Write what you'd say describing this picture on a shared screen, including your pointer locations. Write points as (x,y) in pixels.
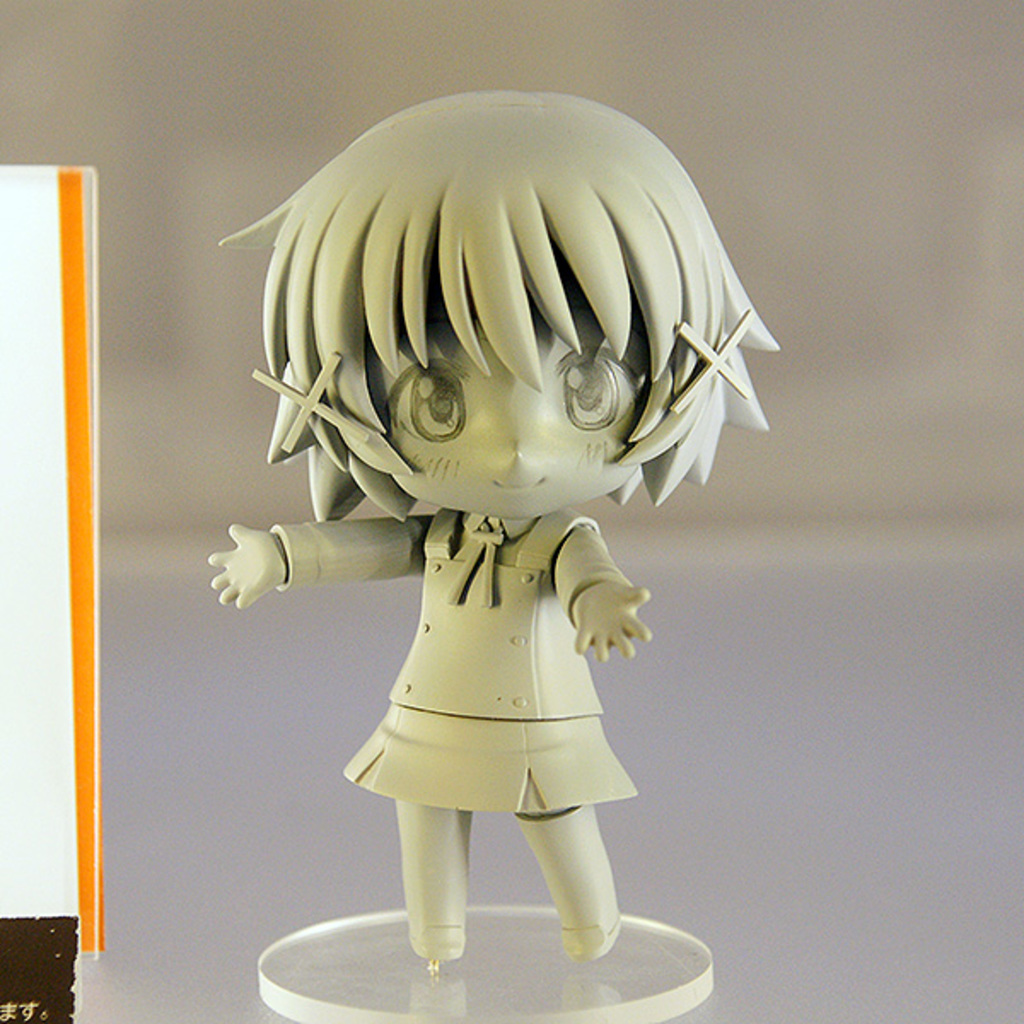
In the image we can see there is an animation girl toy (456,858) kept on the plate (474,974).
